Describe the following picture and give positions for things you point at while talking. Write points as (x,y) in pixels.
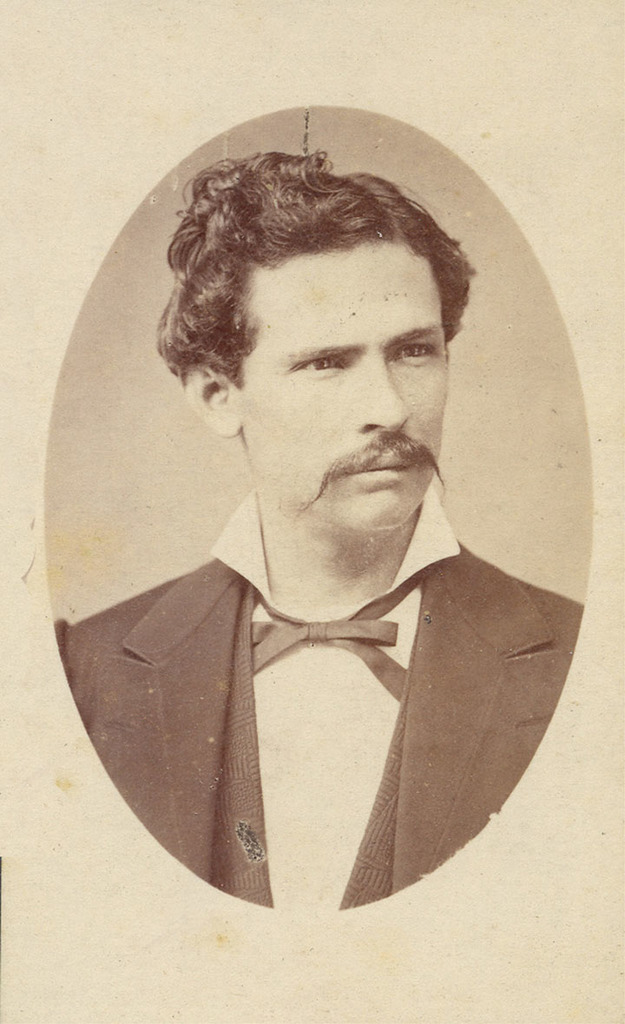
This is the old black and white picture of the man (261,808). He wore a shirt (290,723) and suit (540,679).
